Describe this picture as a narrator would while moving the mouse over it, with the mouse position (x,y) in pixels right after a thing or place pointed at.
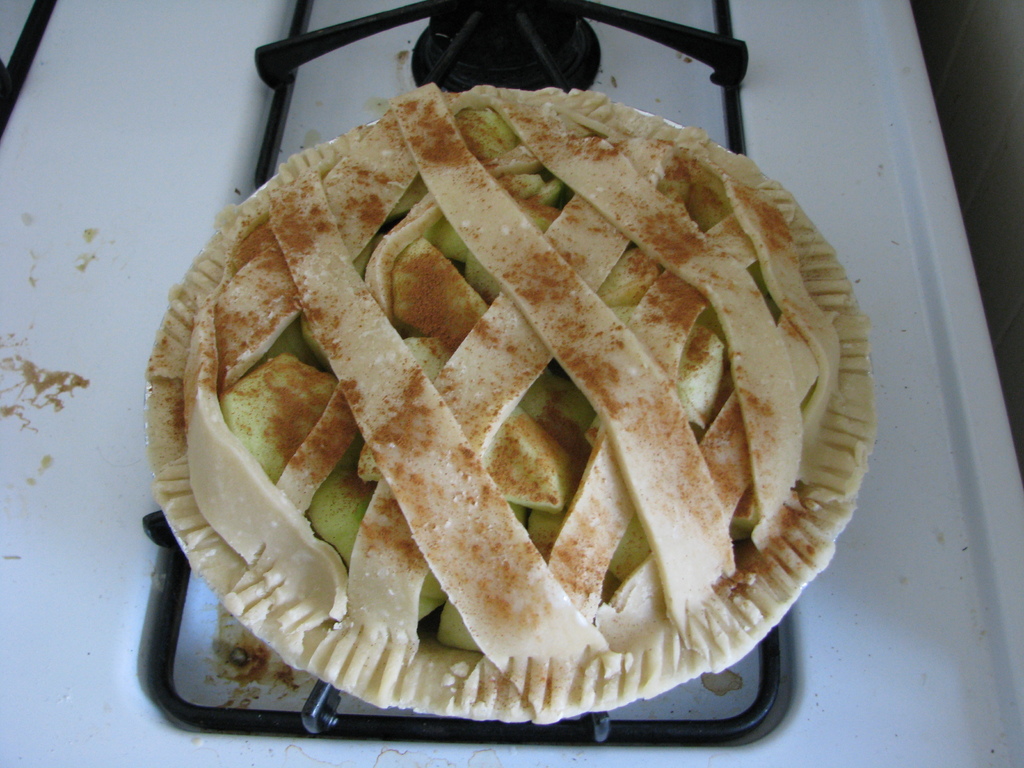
In this picture we can see food (525,640) on stove (236,183). On the right side of the image (1014,422) we can see wall (1021,432).
